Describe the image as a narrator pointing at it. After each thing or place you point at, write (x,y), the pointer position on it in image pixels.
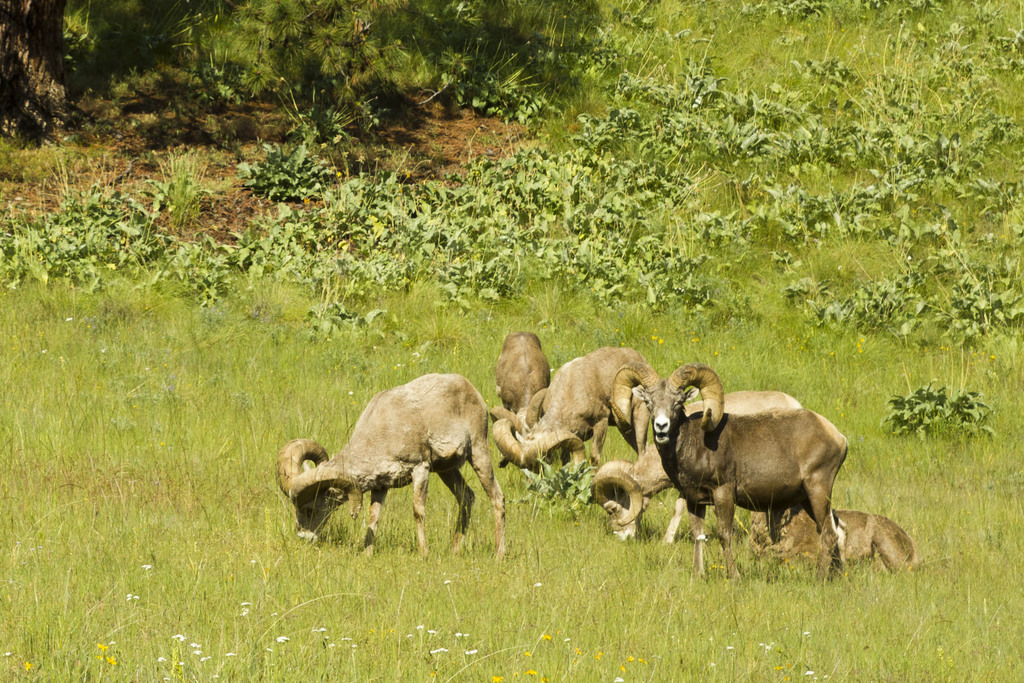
Here we can see bighorn sheep (475,463) standing on the ground (755,571) and there is an animal (889,539) sitting on the grass (732,609). In the background (395,251) we can see plants (362,100).
